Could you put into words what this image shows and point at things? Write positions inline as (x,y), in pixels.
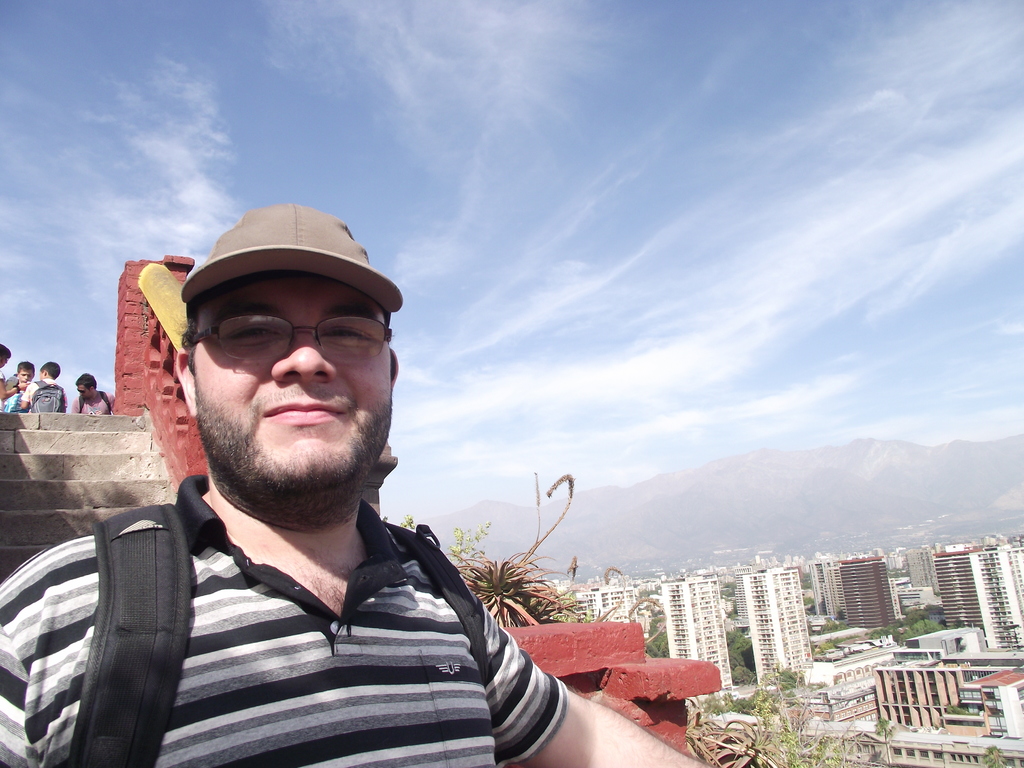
In this picture we can see a man (242,681) and in the background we can see few people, steps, buildings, trees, mountains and the sky (730,307).
